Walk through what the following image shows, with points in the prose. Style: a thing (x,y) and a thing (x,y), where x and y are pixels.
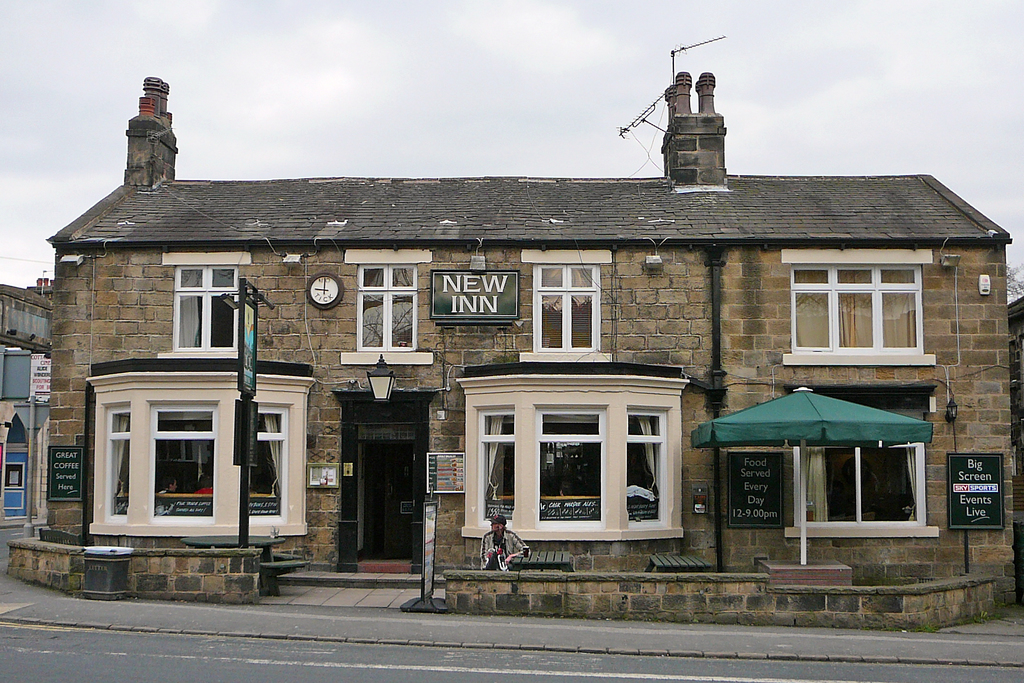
In this picture we can see building (367,281), clock (316,295), windows (369,304), door (365,457), boards (969,513), lamp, tent (888,435), poles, benches (657,563), man (514,537), wall (650,304) are there. At the bottom of the image (393,658) there is a road (405,661). At the top of the image (496,74) clouds (540,134) are present in the sky (540,134).
